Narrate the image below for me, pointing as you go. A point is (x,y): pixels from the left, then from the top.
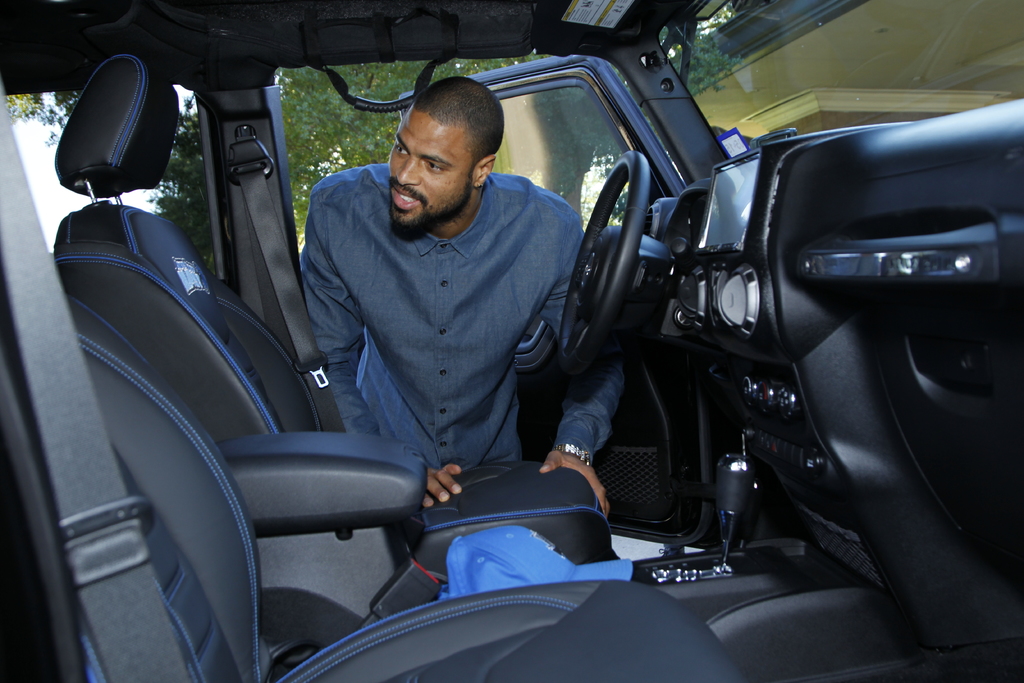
In this image there is a person (406,253) standing at the car (567,379). At the right (793,80) there is a building (769,104) and at the back (340,122) there is a tree (383,145).
